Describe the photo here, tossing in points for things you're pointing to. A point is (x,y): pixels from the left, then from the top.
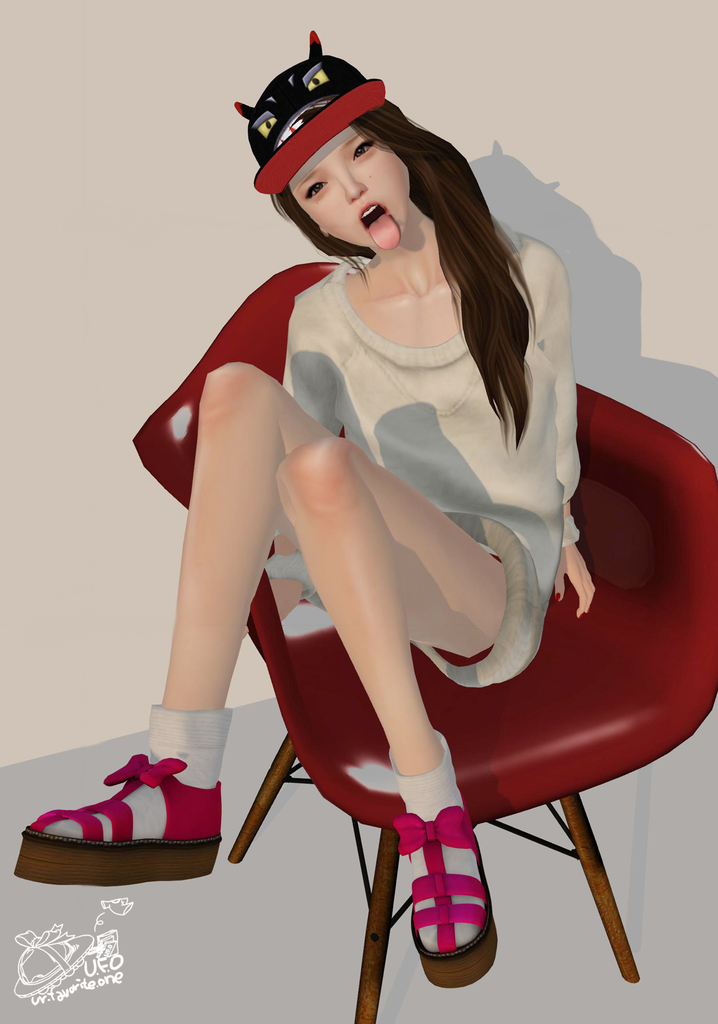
This is an animated image, in this image there is a red color chair (680,646), in that chair (669,595) there is a girl (478,354) sitting wearing a cap (321,103).
